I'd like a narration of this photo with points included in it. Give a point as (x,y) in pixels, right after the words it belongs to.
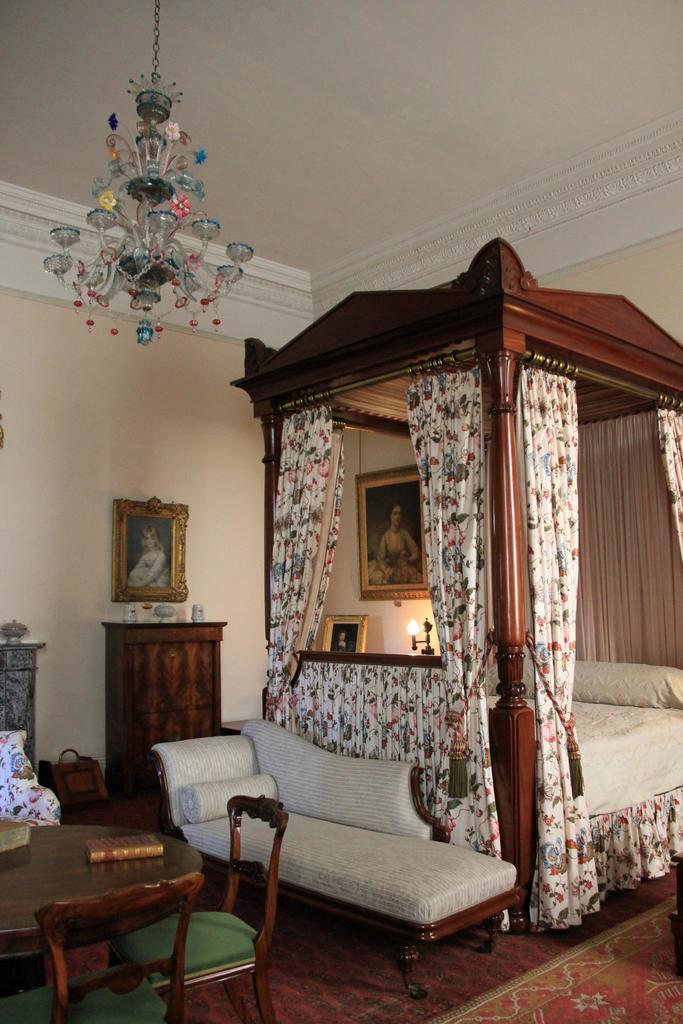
This image is clicked in a bedroom (573,471). To the right (561,683), there is a bed (461,618) and couch (410,851) beside it. To the left (117,940), there is a table (119,863) along with chairs (121,913). In the background (153,497), there is a wall (52,413) on which a frame (160,531) is fixed. At the bottom (562,992) there is a floor mat (519,993) on the floor (497,976).
